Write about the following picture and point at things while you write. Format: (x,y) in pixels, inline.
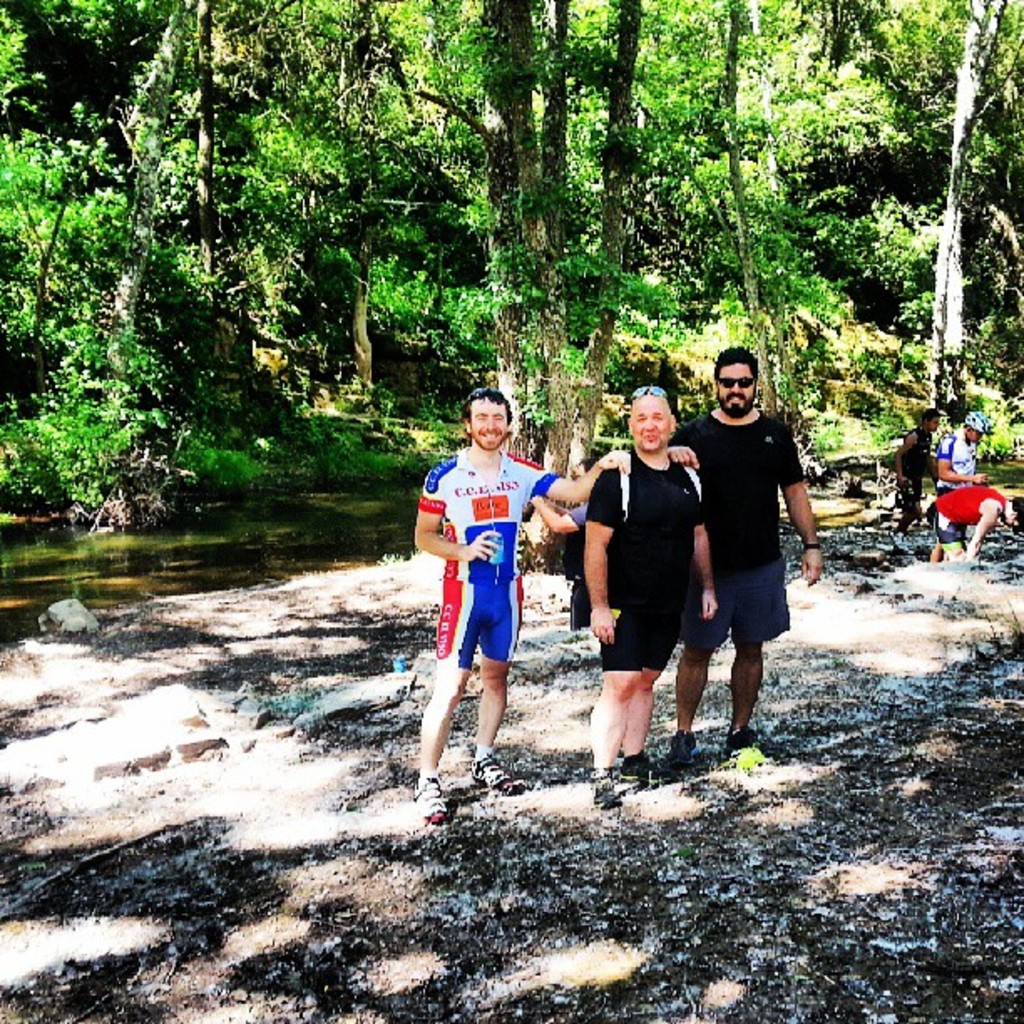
In the middle of the picture (638,549), we see three men (596,531) are standing. The man (508,476) on the left side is holding a blue color object (495,548) in his hand (466,548). All of them are smiling and they are posing for the photo. At the bottom (461,809), we see the dry leaves (721,868). Behind them, we see a man (584,545) is standing. On the left side (238,527), we see water (96,545) and this water (224,506) might be in the lake (225,553). On the right side (942,503), we see three men (952,445) are standing. There are trees (515,326) in the background (575,254).
